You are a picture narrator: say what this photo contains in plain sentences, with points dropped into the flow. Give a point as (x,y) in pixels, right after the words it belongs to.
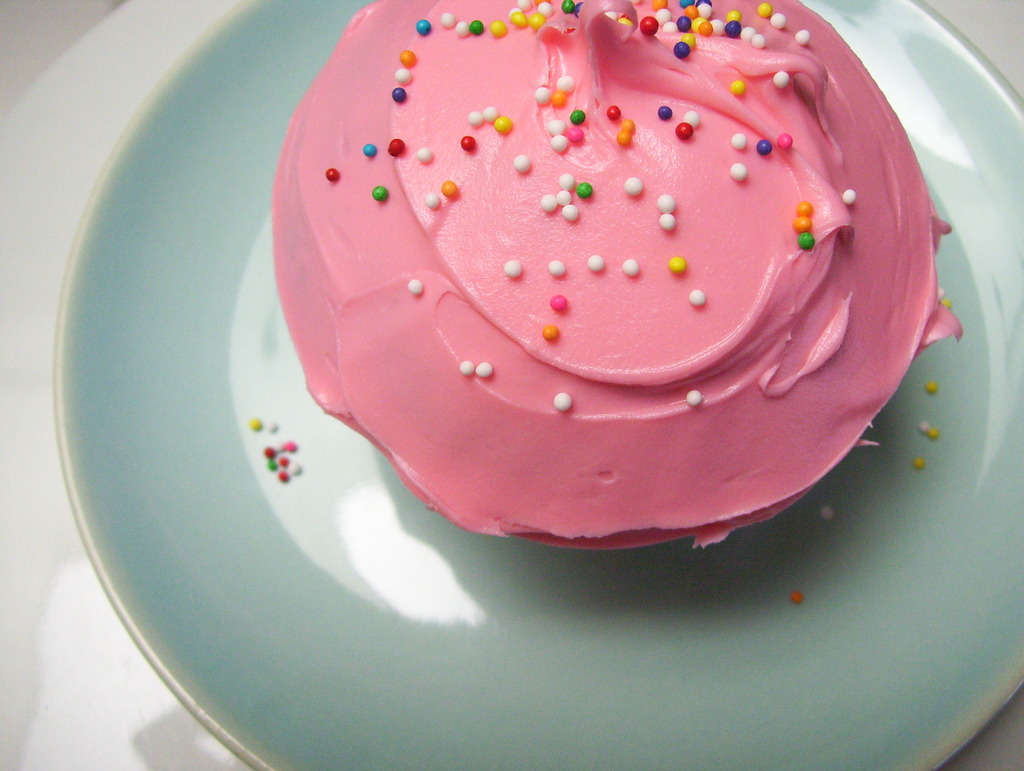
In this image I can see food item (455,328) on a plate (424,703), which is placed on the table (42,722) or an object (73,683).
